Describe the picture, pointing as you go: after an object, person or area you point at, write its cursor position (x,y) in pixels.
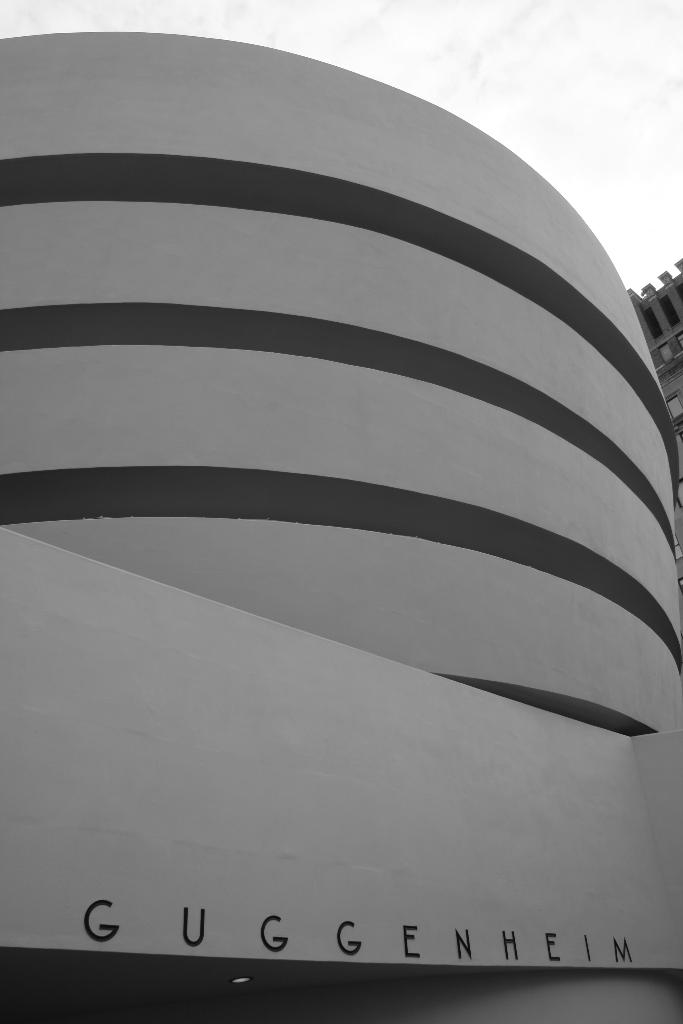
In this image there is a building (418,479) with name (105,940) on it, beside the building (359,955) there is another building (681,464).
